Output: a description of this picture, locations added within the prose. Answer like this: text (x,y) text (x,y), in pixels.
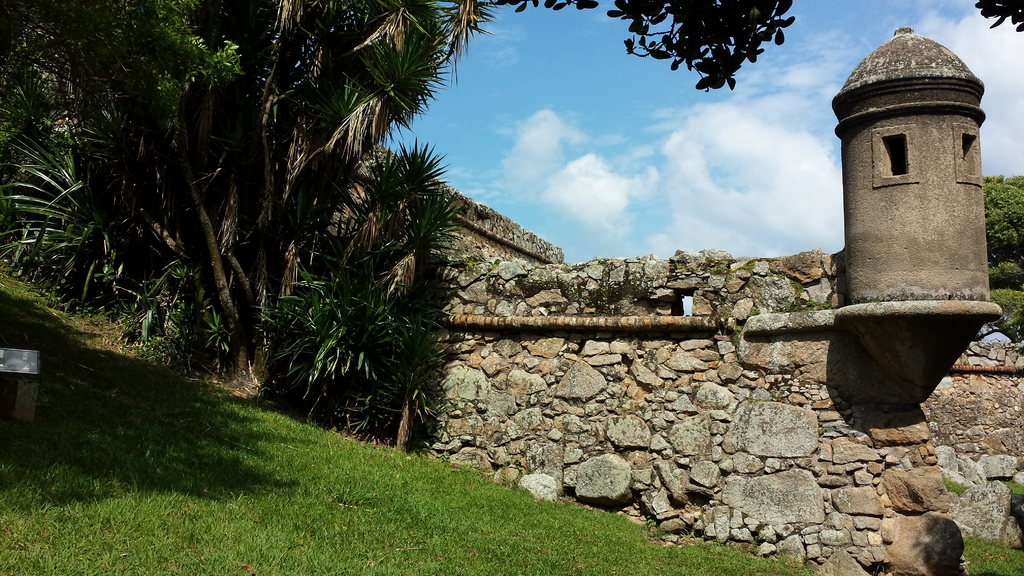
In this picture I can see there is a wall (848,430), there is grass (363,575) on the floor (167,529), there are few trees (268,95) on left side (151,64) and the sky (645,169) is cloudy.
